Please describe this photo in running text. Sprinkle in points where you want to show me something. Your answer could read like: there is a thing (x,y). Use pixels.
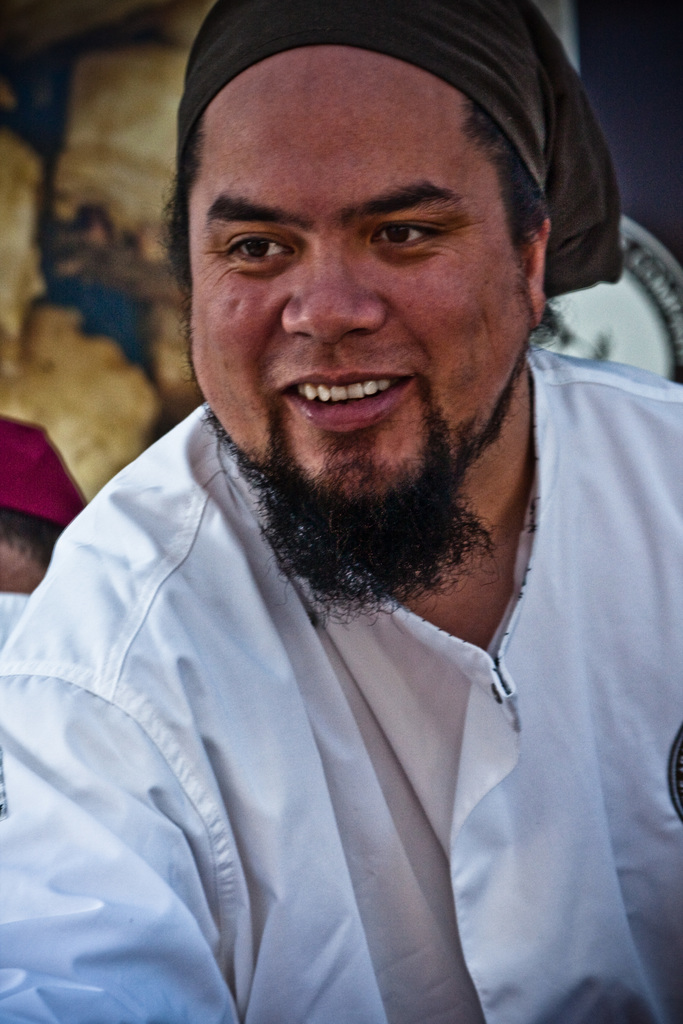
In this image we can see a person (305,730) wearing white shirt (322,814) with a smile. In the background (127,175) there is a wall (27,234).
